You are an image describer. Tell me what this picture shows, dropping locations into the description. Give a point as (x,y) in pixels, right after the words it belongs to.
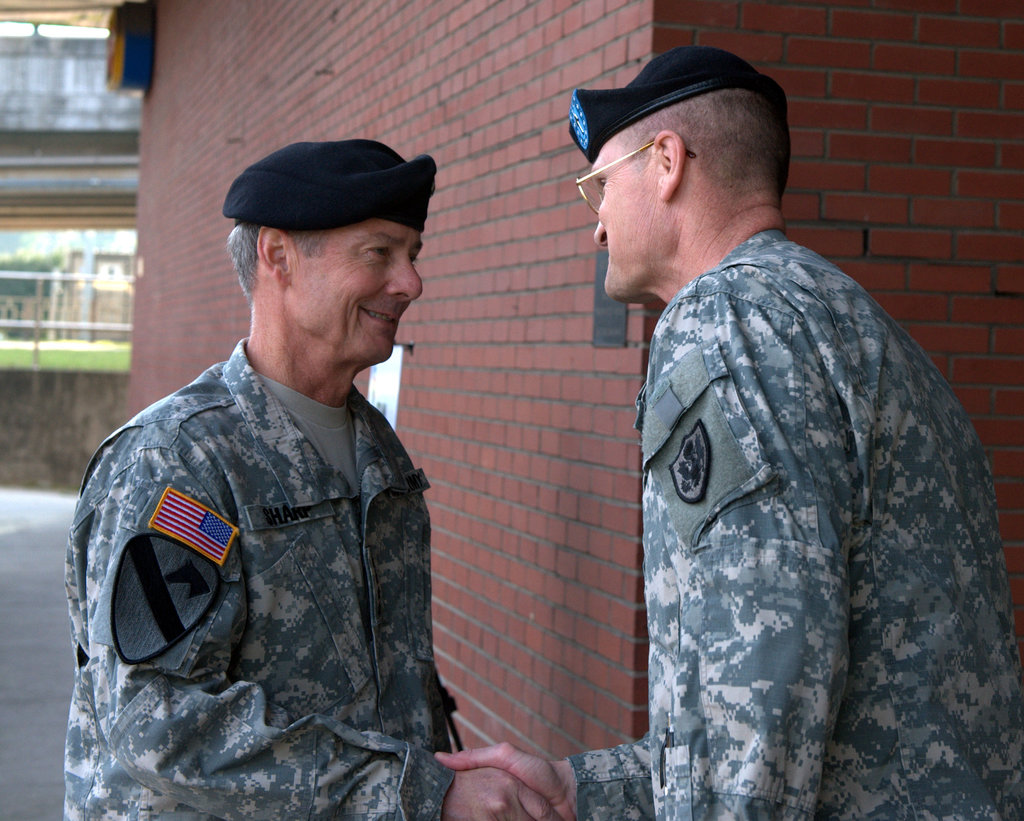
In this picture I can see two army people (428,711) wearing hat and shaking hands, behind I can see some buildings (512,723).
